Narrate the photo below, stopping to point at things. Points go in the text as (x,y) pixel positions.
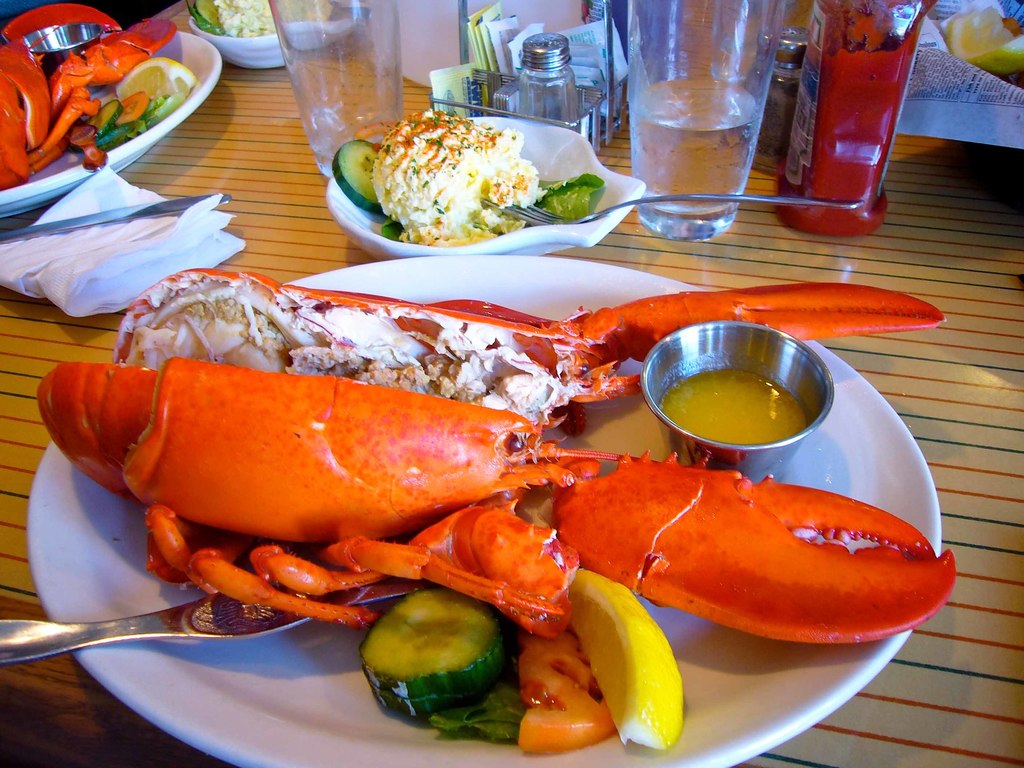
In this picture I can observe some food (389,474) placed in the white color plate (122,533). The food (203,430) is in orange color. There are some glasses (309,47) placed on the brown color table (250,156). On the left side (97,211) I can observe tissues (81,266).
